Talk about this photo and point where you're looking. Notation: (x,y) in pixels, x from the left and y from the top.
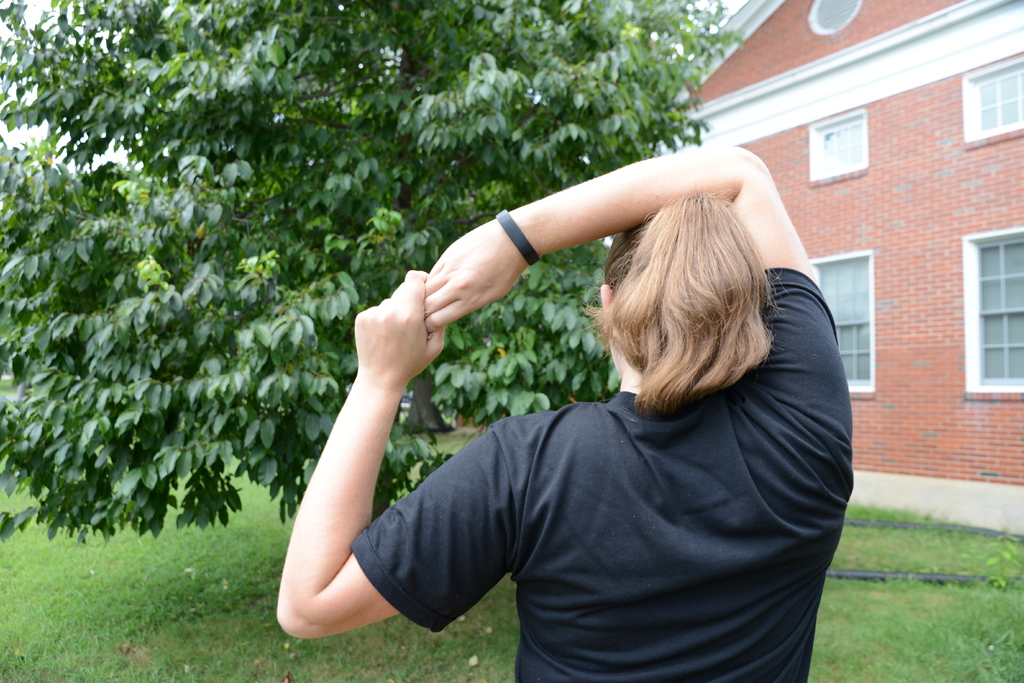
In this picture we can see a house (856,107) and windows (983,375). We can see tree (387,267) and grass (64,539). We can see a woman (501,258) wearing a black wrist band (528,246) and t-shirt (628,535).
